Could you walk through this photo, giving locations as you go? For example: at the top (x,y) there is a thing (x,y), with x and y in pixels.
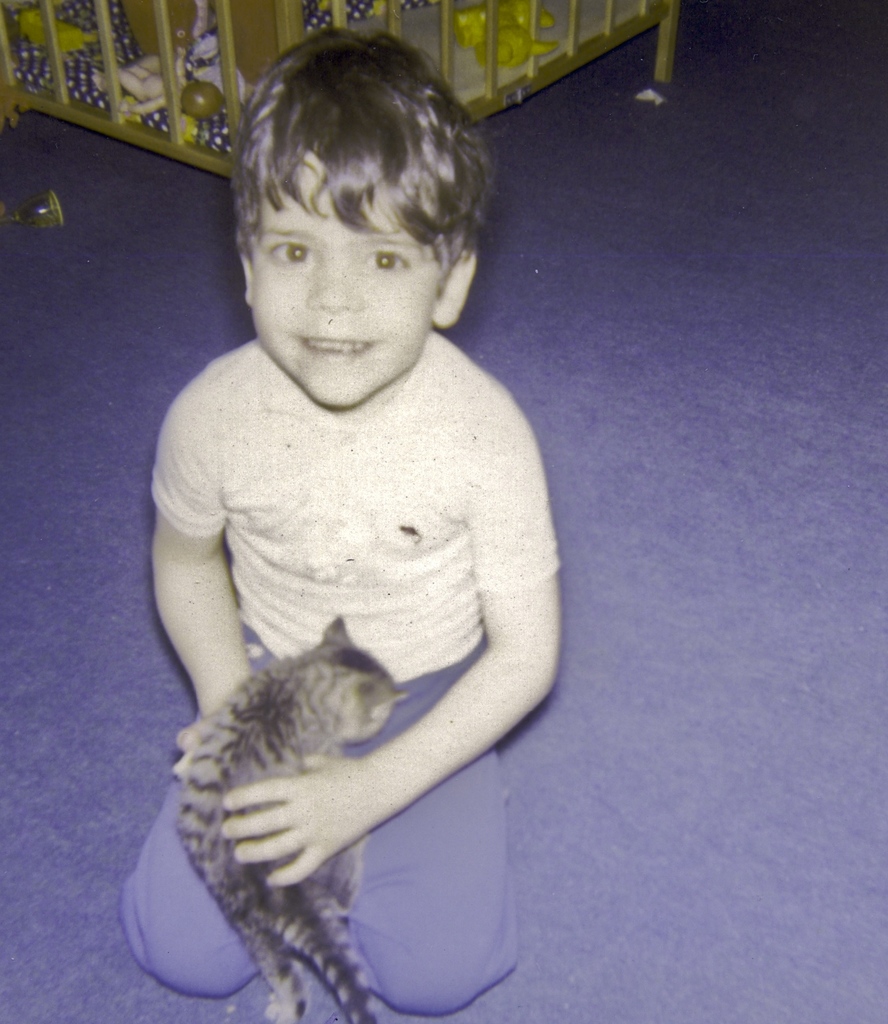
there is a boy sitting on the floor (608,795) and holding a kitten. Behind him there is a playpen (3,49) with toys (517,35) in it.
